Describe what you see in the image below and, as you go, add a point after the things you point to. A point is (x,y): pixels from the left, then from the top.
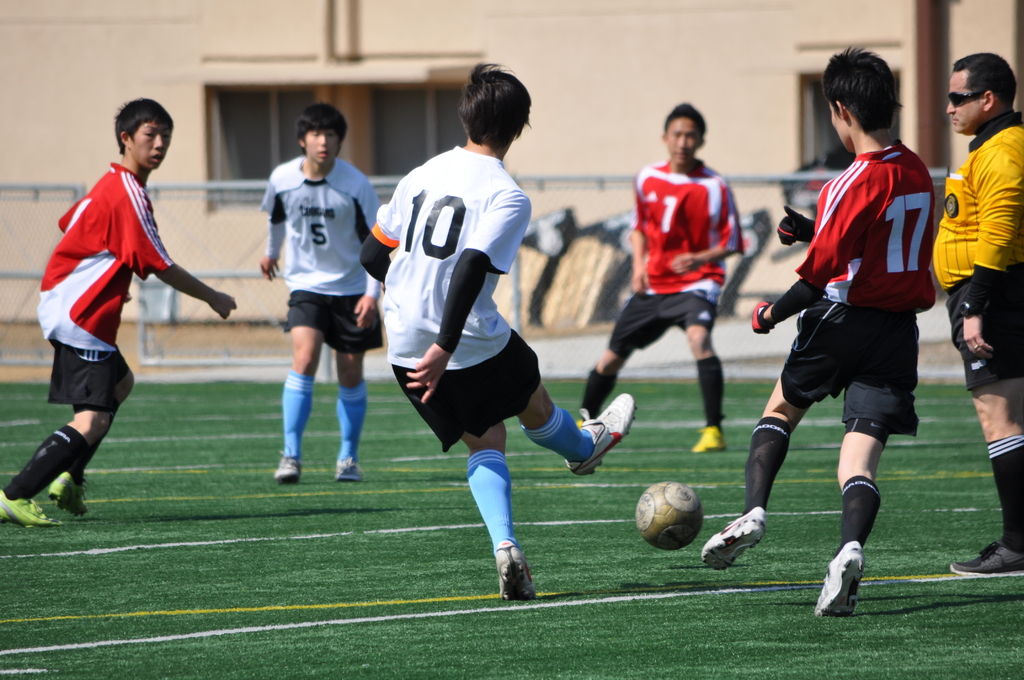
In this picture, we can see a few people (396,274) playing football, and we can see the wall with windows (811,75), and we can also see the fencing (574,255).
